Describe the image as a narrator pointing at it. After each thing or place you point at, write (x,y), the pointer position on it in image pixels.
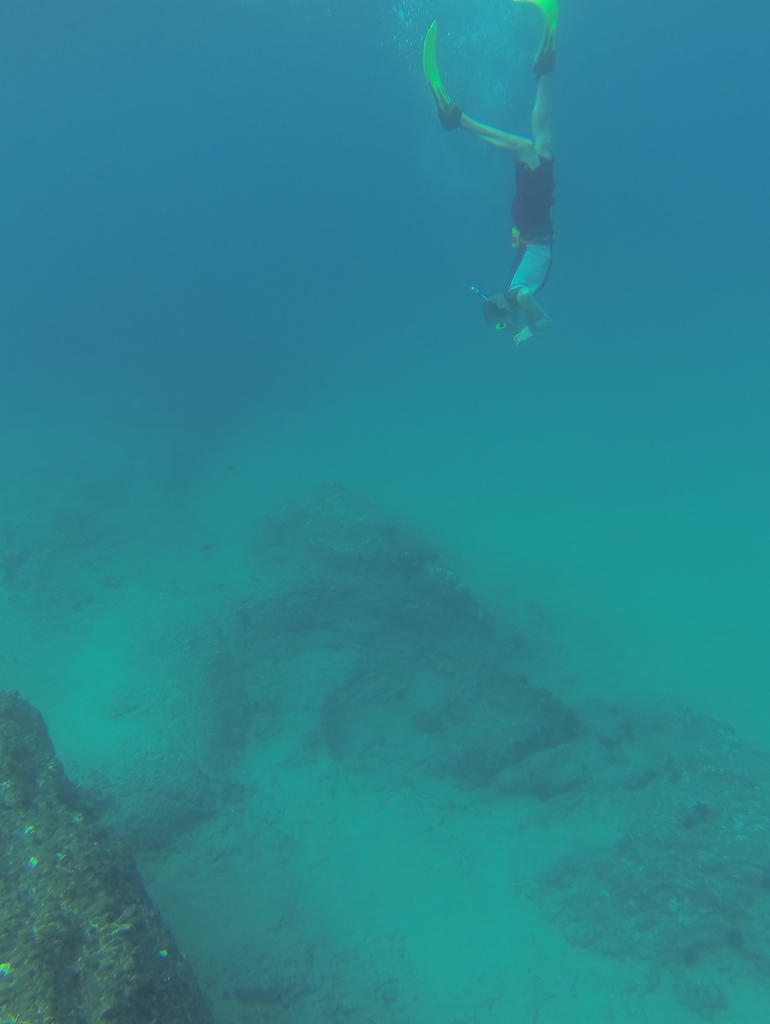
In this image there is a person (448,103) diving in water (492,285). He is wearing goggles (495,322). Bottom of the image (182,764) there is land (140,886) having few rocks (104,903). Background (448,268) there is water (497,254).
